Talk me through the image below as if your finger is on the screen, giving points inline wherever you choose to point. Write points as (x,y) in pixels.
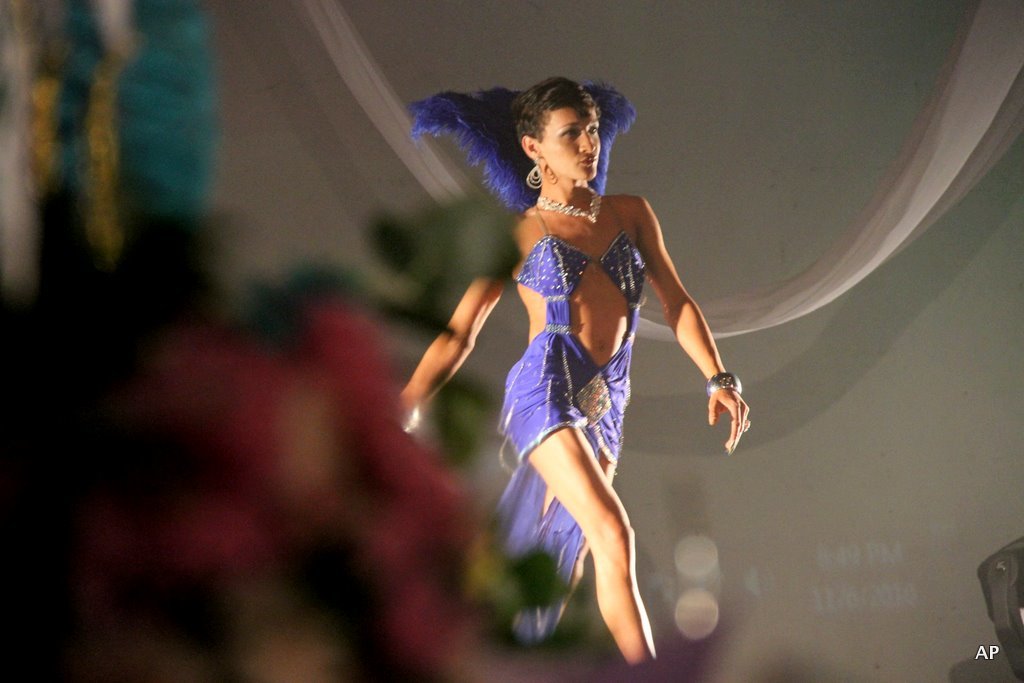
In this picture there is a girl (573,102) in the center of the image (452,332), it seem to be she is wearing a costume (633,306) and there is a spotlight (1017,607) in the bottom right side of the image (1003,618) and there is a curtain (986,99) in the background area of the image (965,139), it seems to be there are flowers (261,368) in the bottom left side of the image (182,533).
